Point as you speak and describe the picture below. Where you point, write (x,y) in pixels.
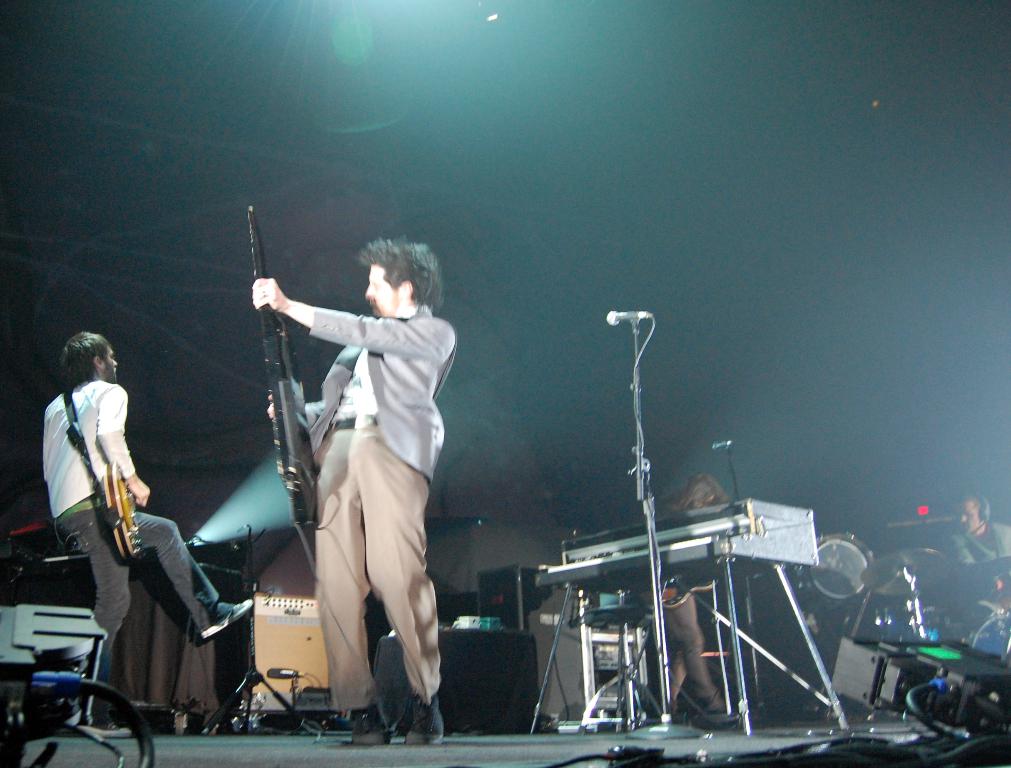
In this picture we can see some people (58,451) on stage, musical instruments (127,529), mics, wires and some objects (93,671) and in the background (374,207) it is dark.
